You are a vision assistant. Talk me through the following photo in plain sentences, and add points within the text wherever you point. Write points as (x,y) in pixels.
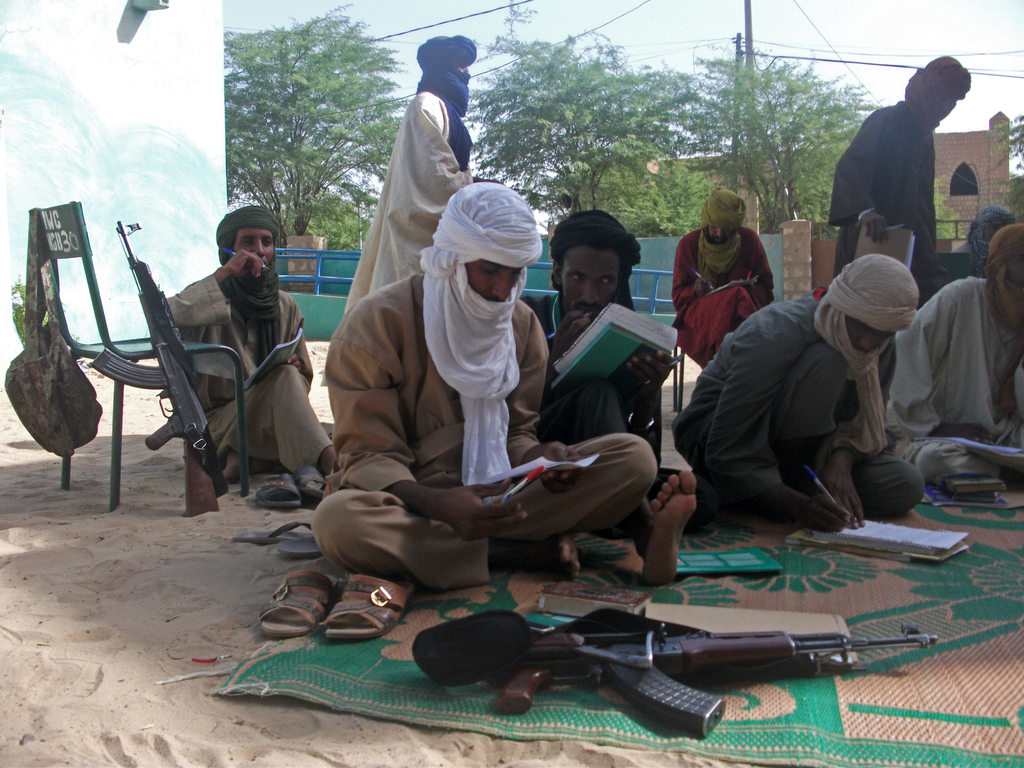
In this image we can see few people (596,392) sitting on a mat (544,715) in the ground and two of them standing, few of them are holding books (614,322) in their hands (545,488), a person (850,464) is writing on a book (913,536), there are guns (706,641), a chair (110,342) and a bag (49,407) hanged to the chair (59,241), in the background (233,186) there is an iron railing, trees (798,125), building (947,170), iron poles (747,23), wires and sky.
